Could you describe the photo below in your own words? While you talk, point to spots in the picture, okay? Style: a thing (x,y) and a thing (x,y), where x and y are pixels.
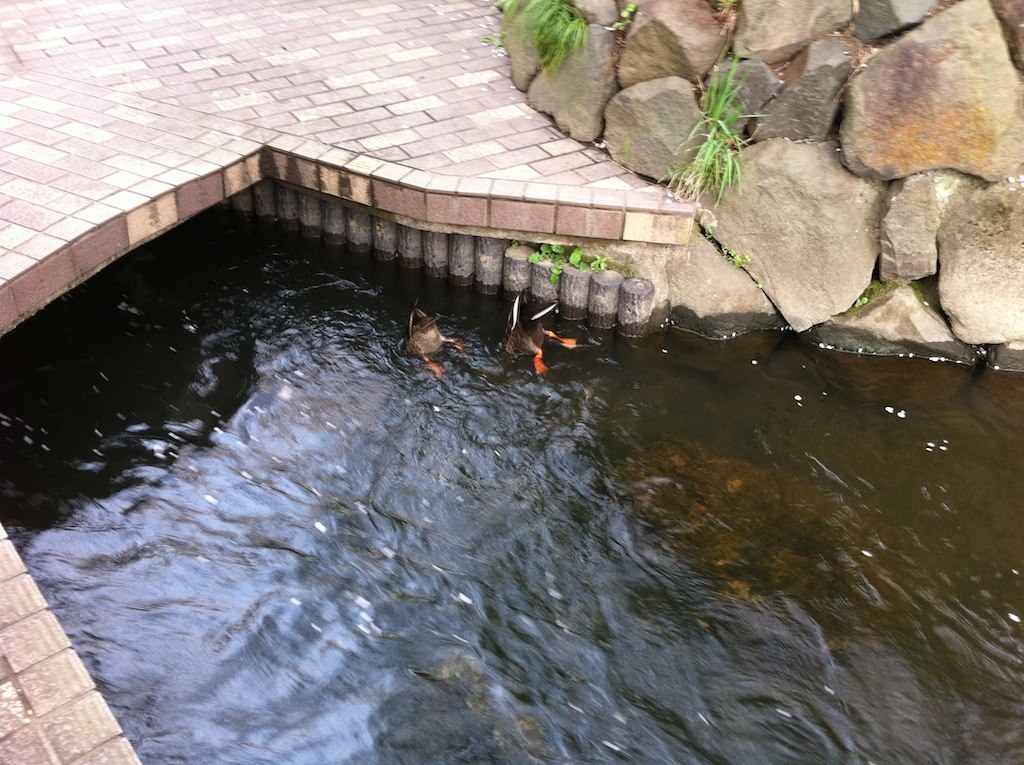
In this image, we can see few birds (426,361), in the water (608,399). Top of the image (1012,251), we can see some stones (653,146), grass (552,15) and walkway (415,106).
